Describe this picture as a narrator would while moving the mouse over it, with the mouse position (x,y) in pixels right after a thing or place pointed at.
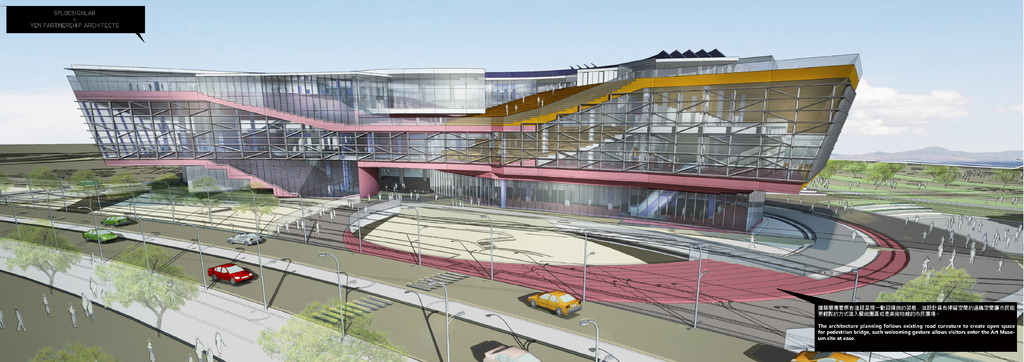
This is an animated picture. In this picture we can see a building (515,129), electric light poles (418,225), vehicles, trees (321,336), road (510,308), some persons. At the top of the image (564,4) we can see the sky (530,67). On the right side of the image (996,151) we can see the mountains (972,153). In the bottom right corner (946,314) we can see the text (846,340). In the top left corner (86,29) we can see the text (71,13).
